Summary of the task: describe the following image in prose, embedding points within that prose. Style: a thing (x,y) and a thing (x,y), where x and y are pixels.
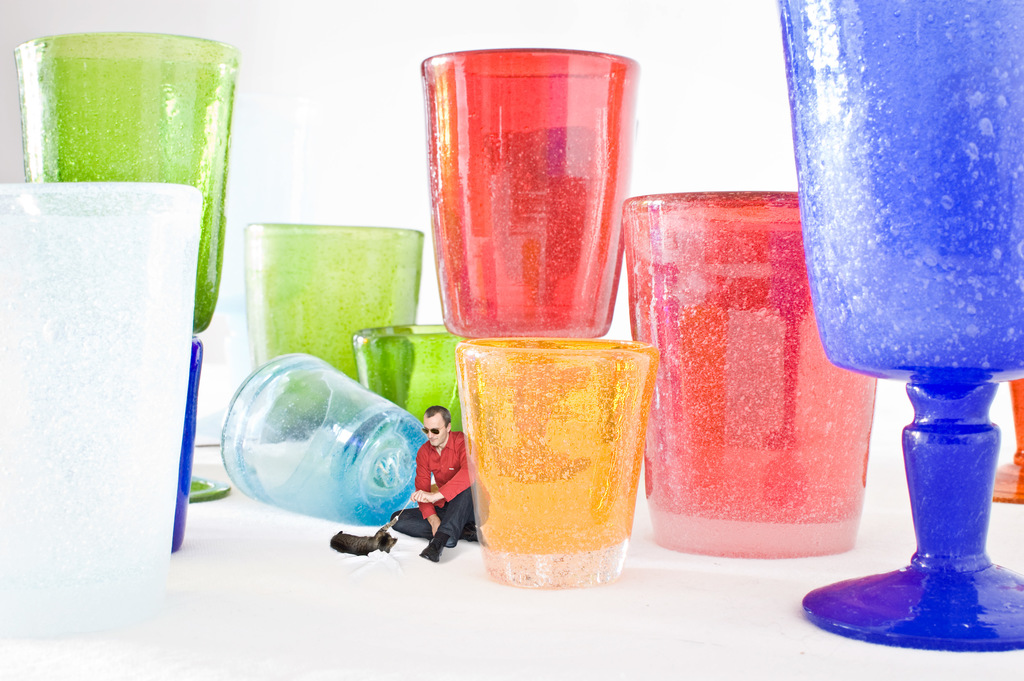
This image consists of so many glasses (560,310). They are of different colors. There is a man (453,479) in the middle (440,413). He is sitting. He is wearing a red shirt (421,455).
